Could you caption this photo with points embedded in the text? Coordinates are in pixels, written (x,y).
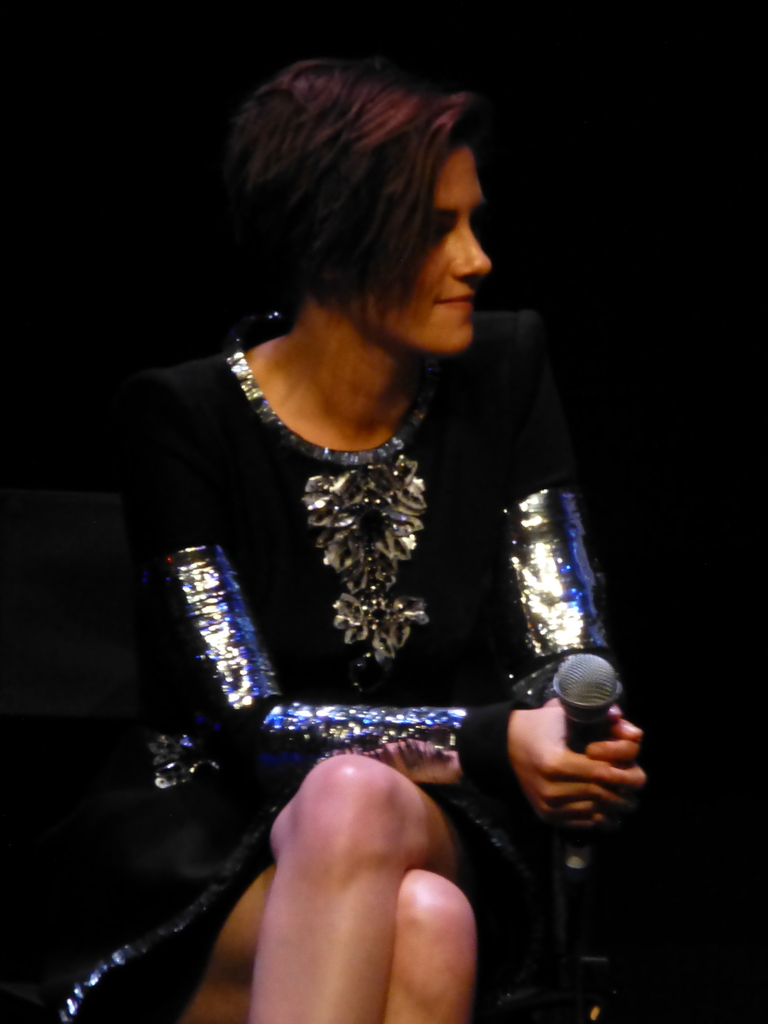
As we can see in the image there is a woman (555,583) wearing black color dress (335,691) and holding a mic (586,697).
